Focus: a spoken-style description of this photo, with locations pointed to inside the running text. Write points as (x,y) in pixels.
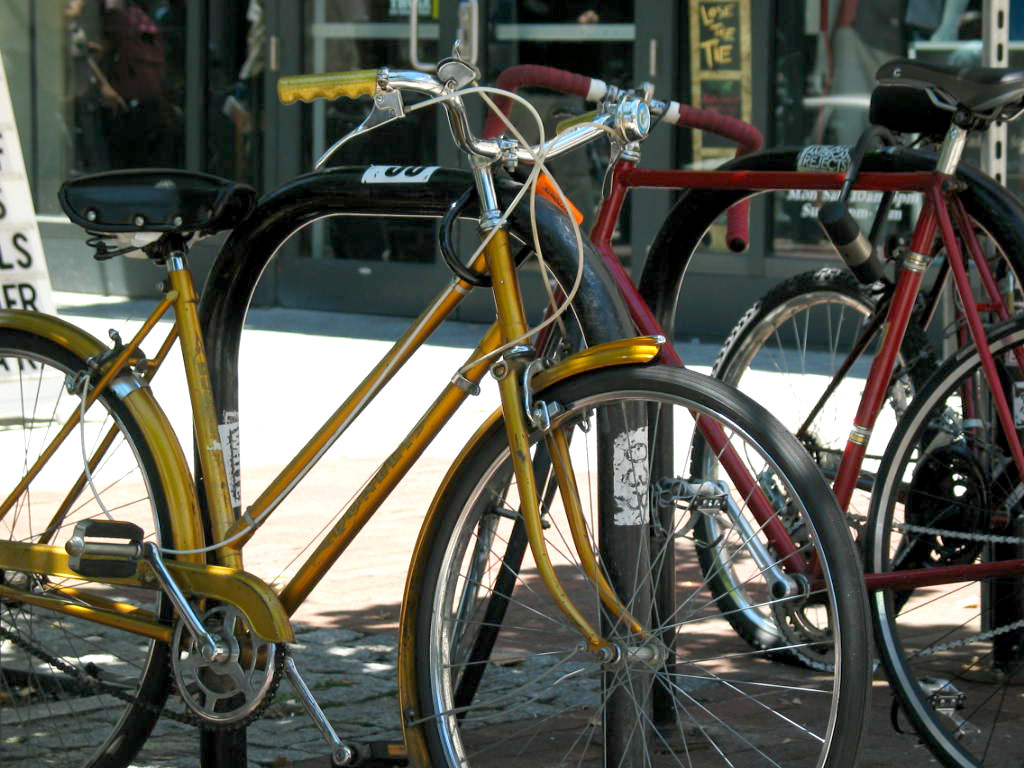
This picture might be taken outside of the building (933,57) and it is sunny. In this image, in the middle (577,482), we can see few bicycles (734,462). On the left side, we can see hoardings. In the background (171,10), we can see a building (782,50), we can also see a glass door (560,52), at the bottom (323,648) there is a road (475,427).
